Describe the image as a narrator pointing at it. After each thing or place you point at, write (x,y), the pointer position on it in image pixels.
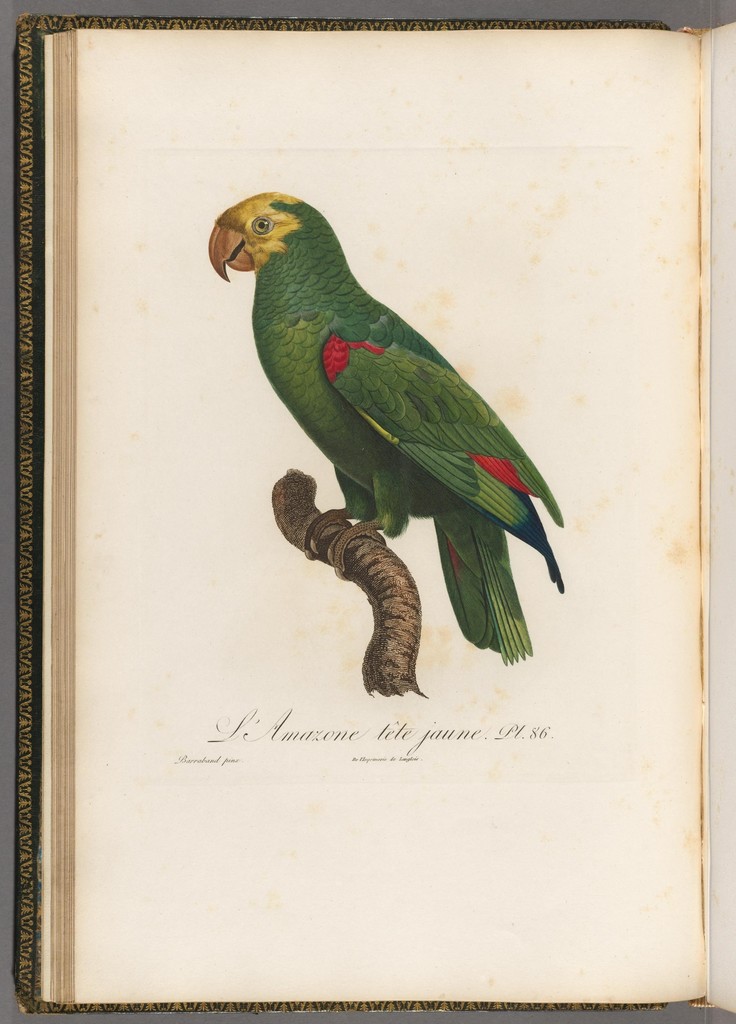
This picture is consists of a parrot portrait (499,469) in the image.
